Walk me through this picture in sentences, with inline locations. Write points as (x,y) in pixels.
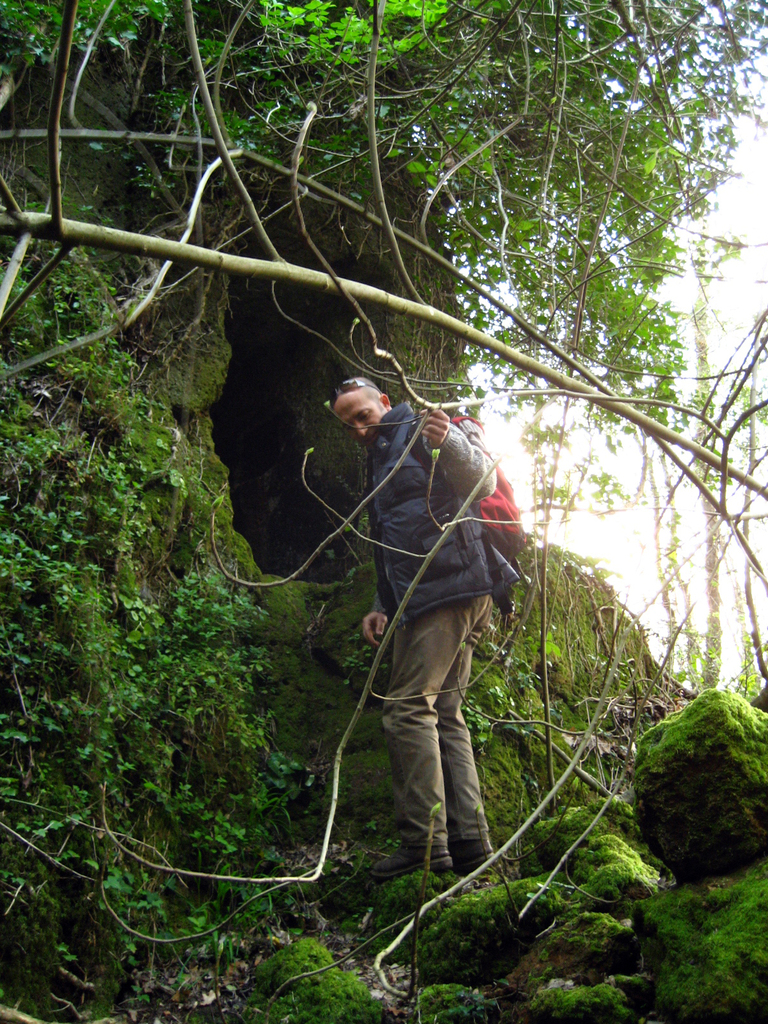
In this image, we can see a person (426,428). We can see some plants (363,719), trees (472,1) and stones (669,763). We can also see a cave (242,450) and the sky (589,489).
